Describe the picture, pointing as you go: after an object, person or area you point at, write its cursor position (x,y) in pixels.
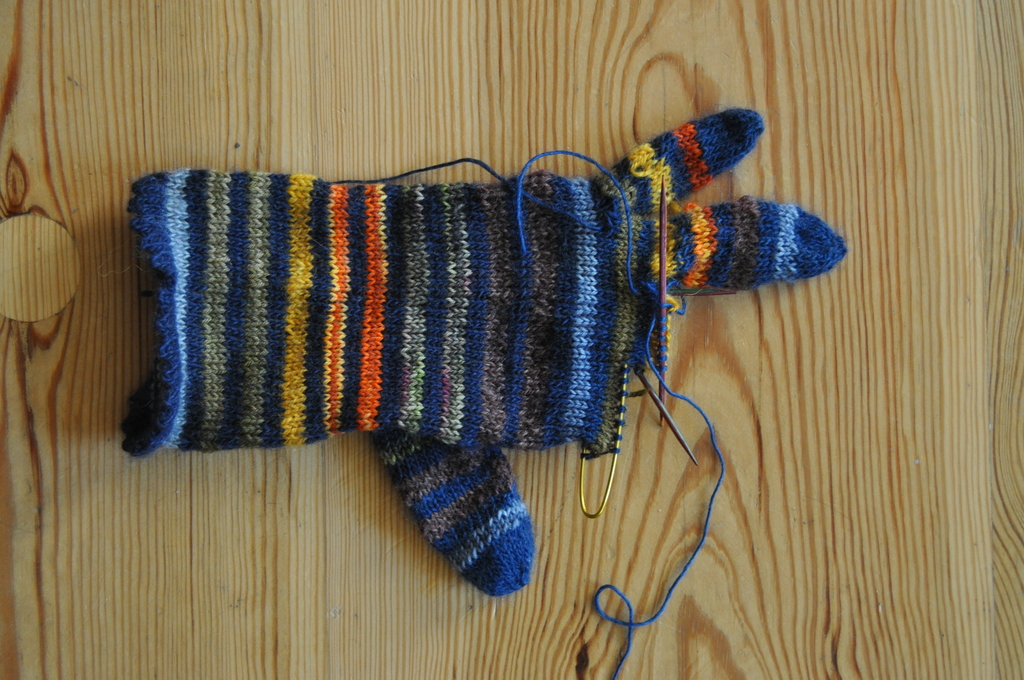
In the image we can see there is an unstitched woollen hand glove (554,308) kept on the table (388,500). There are sewing pin (671,427) kept on the woollen hand glove (654,307).
